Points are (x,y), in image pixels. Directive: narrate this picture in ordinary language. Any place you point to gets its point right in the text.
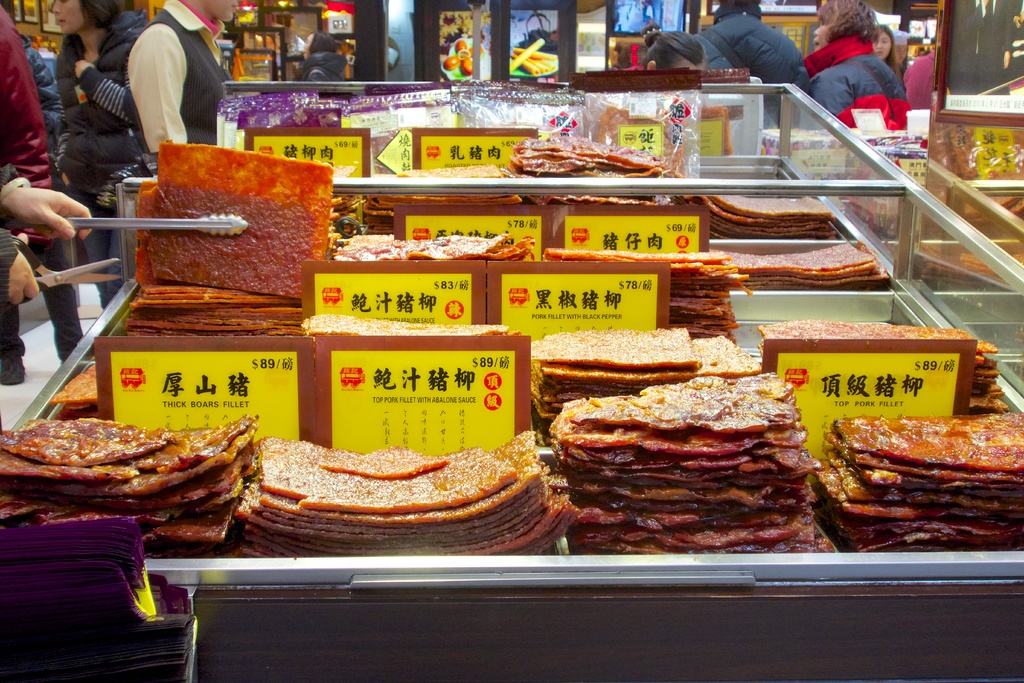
This image consists of food items (623,349) kept in a rack (617,654) along with the boards (416,165). And there are many persons (70,179) in this image. In the background (46,24), there are frames (536,56) on the wall (20,28).
